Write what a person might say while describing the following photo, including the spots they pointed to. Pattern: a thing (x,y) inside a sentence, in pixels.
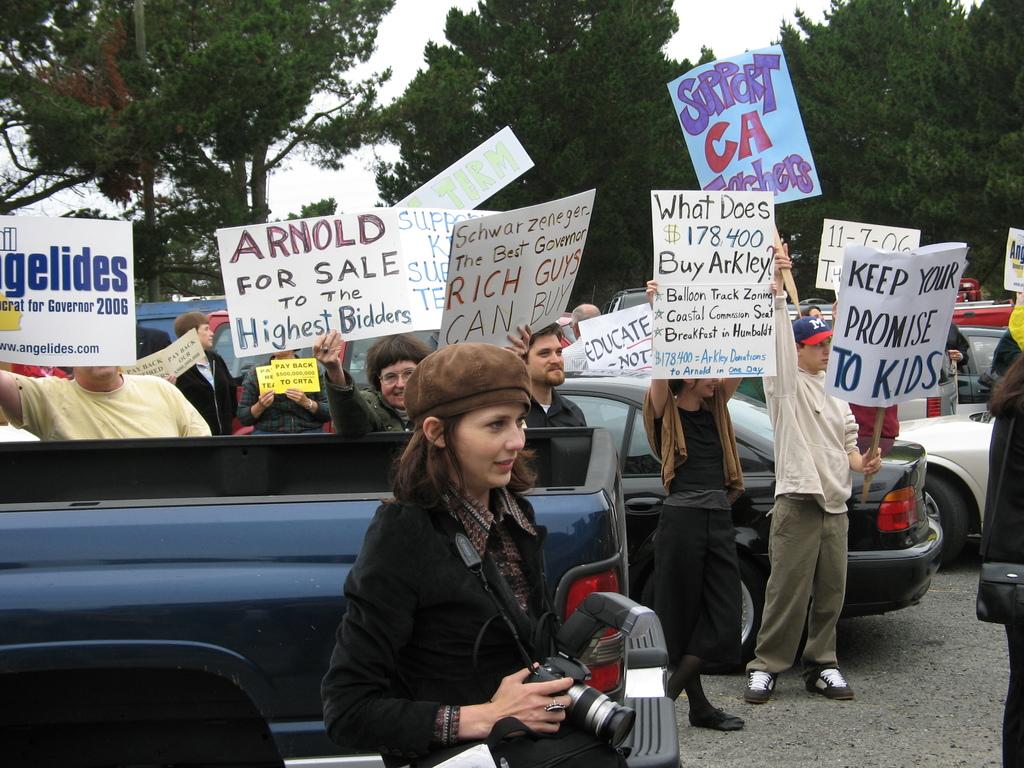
In this image I see number of people (711,427) in which this woman (499,624) is holding a camera (571,643) in her hands (517,688) and I see most of them are holding boards (484,268) in their hands (773,291) and I see something is written on the boards (502,298) and I see number of cars (762,463) and I see the path (870,633). In the background (937,9) I see the trees (646,43) and the sky (361,122).
